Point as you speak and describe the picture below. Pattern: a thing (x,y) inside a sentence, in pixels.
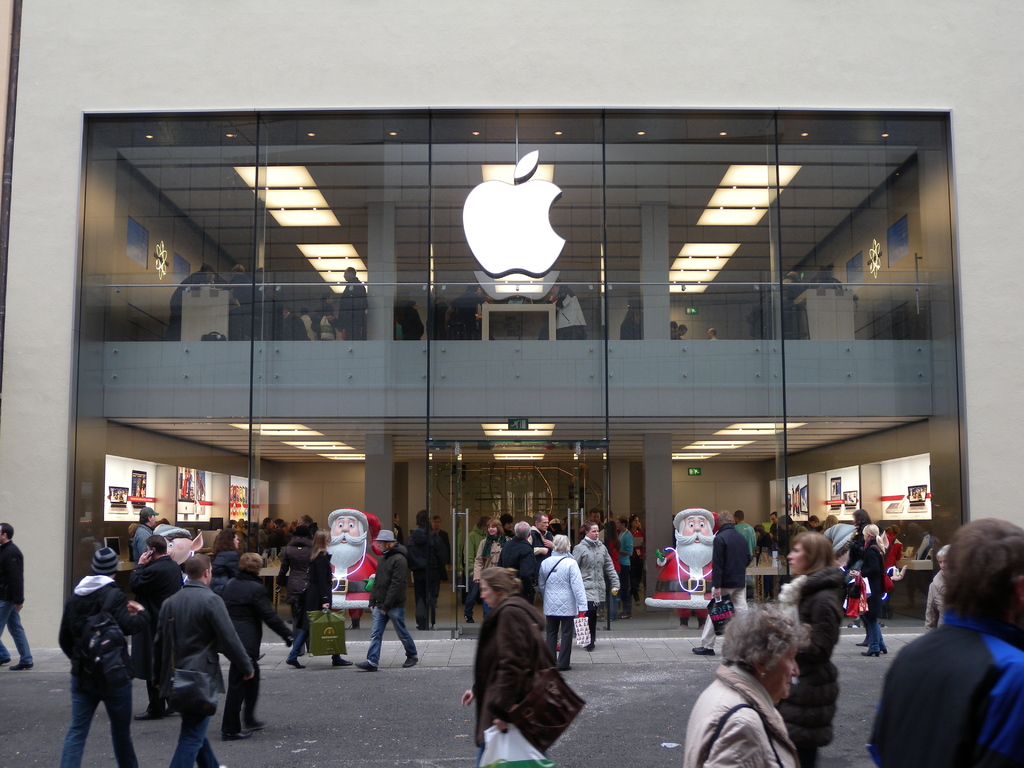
On this glass wall (856,361) there is an apple logo (545,194). Through this glass (597,350) we can see people (576,324) and lights (282,172). In-front of this glass building (517,373) there are people (12,558) and statues (690,565).
